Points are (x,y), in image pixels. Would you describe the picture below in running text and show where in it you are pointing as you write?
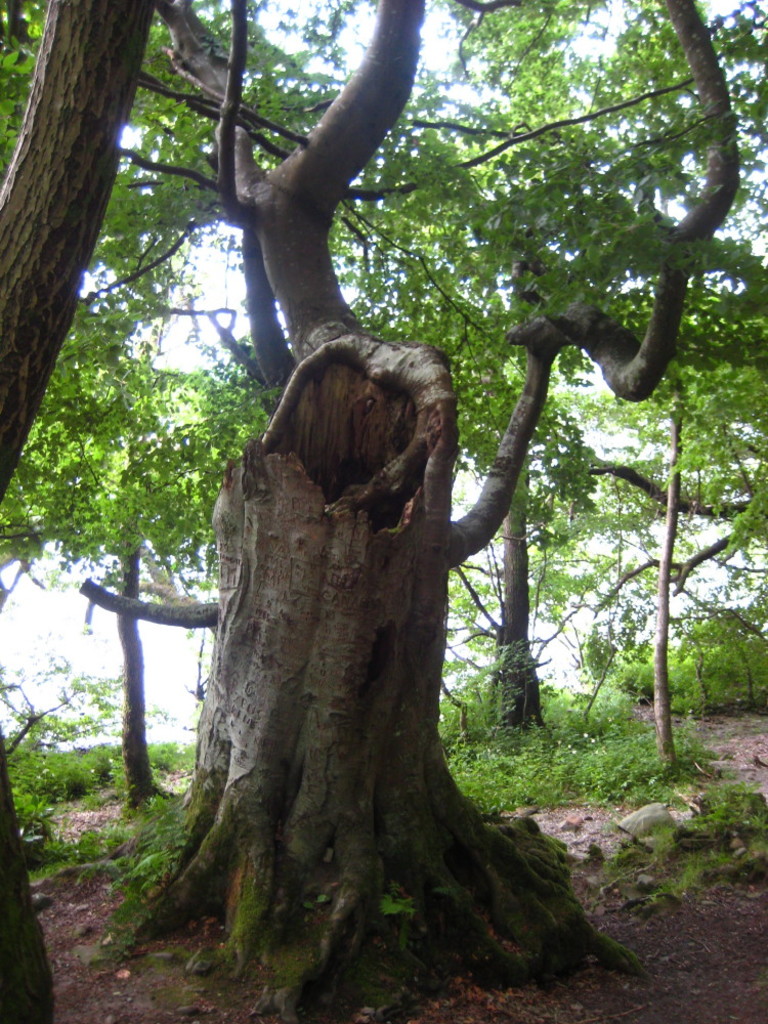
In the image we can see there are trees (224,388) and there are plants (644,849) on the ground (629,899).
